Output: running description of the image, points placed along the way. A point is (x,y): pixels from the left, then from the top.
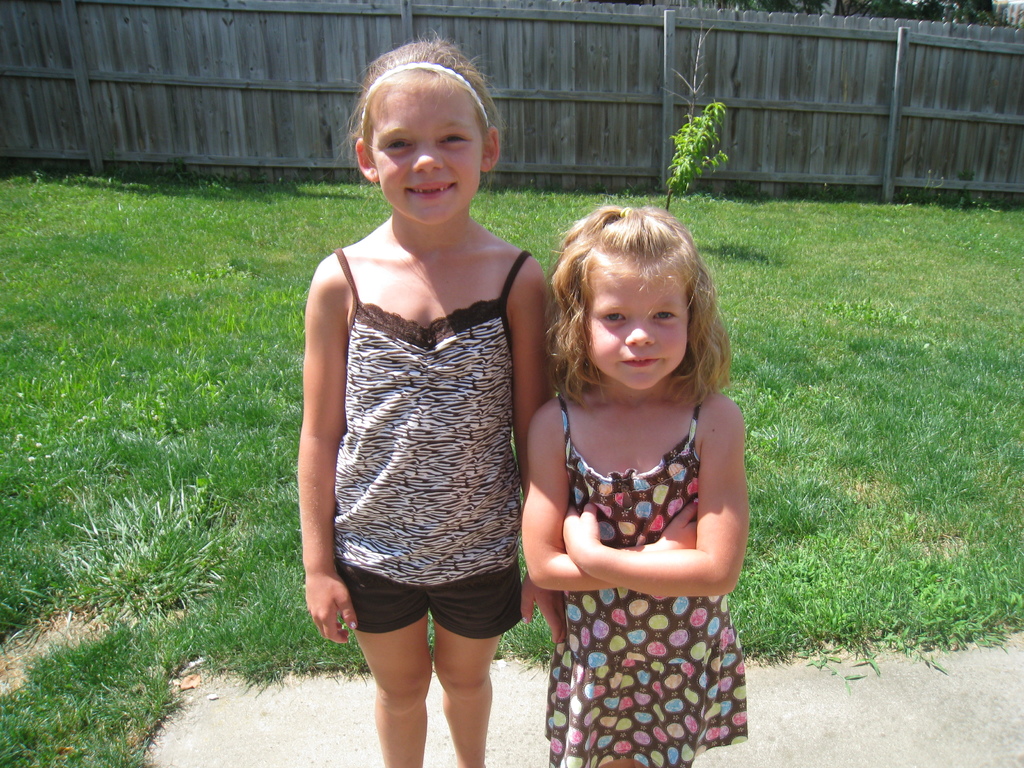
In this image we can see two girls (627,426) are standing. In the background (949,305), we can see grassy land (722,297), a plant (703,149) and wooden boundary (132,60).
